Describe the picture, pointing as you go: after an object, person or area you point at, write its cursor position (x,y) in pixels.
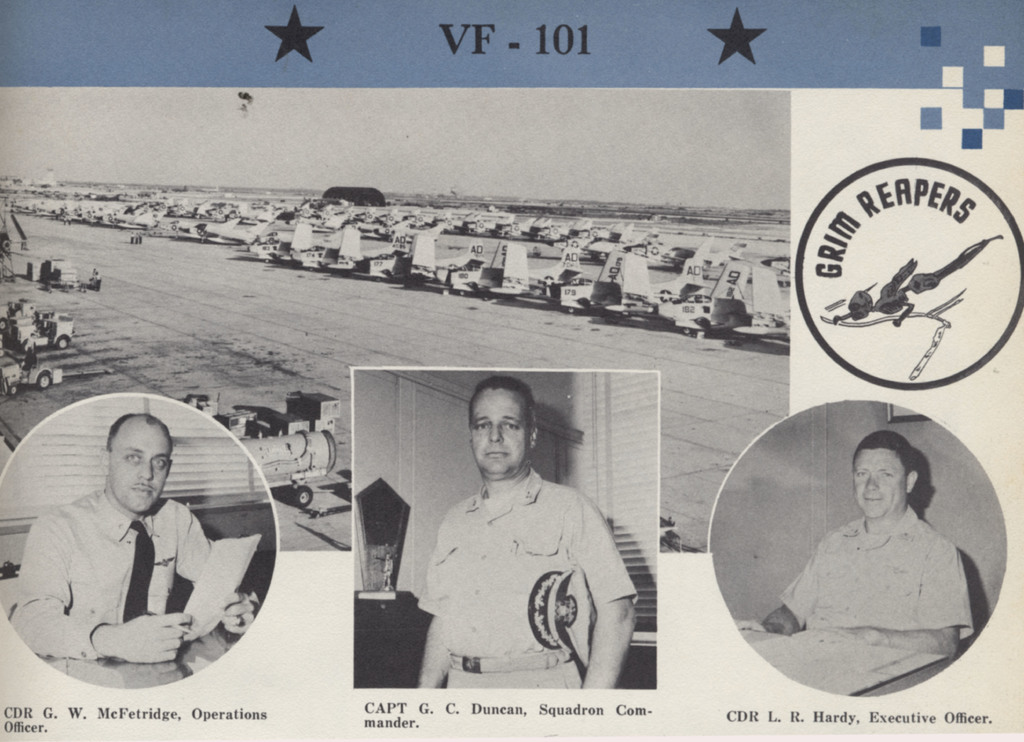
This is a poster (177,683) in this there are airplanes (293,226) on a runway (739,370) and there are three pictures (791,586) of three persons (108,594), below that there is some text (856,713), at the top (846,226) there is some text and there is a logo (823,275).
